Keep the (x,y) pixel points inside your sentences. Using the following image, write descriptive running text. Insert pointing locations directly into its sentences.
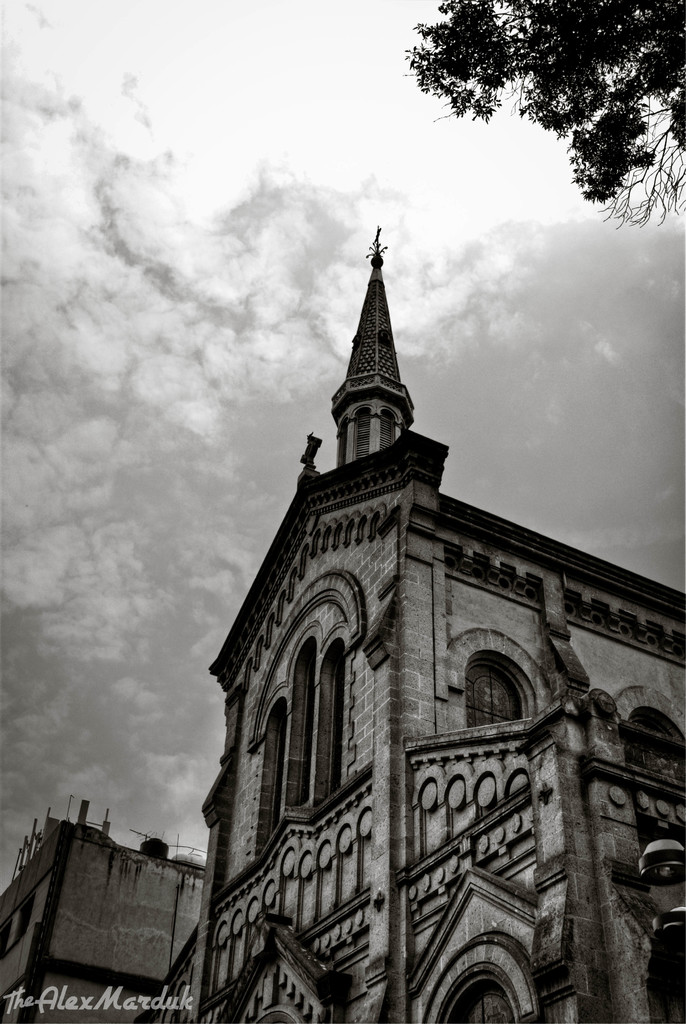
This is a black and white image, in this image there is a church (500,736), in the top right (543,79) there is a tree (565,99), in the bottom left (69,1006) there is a text (52,997).
